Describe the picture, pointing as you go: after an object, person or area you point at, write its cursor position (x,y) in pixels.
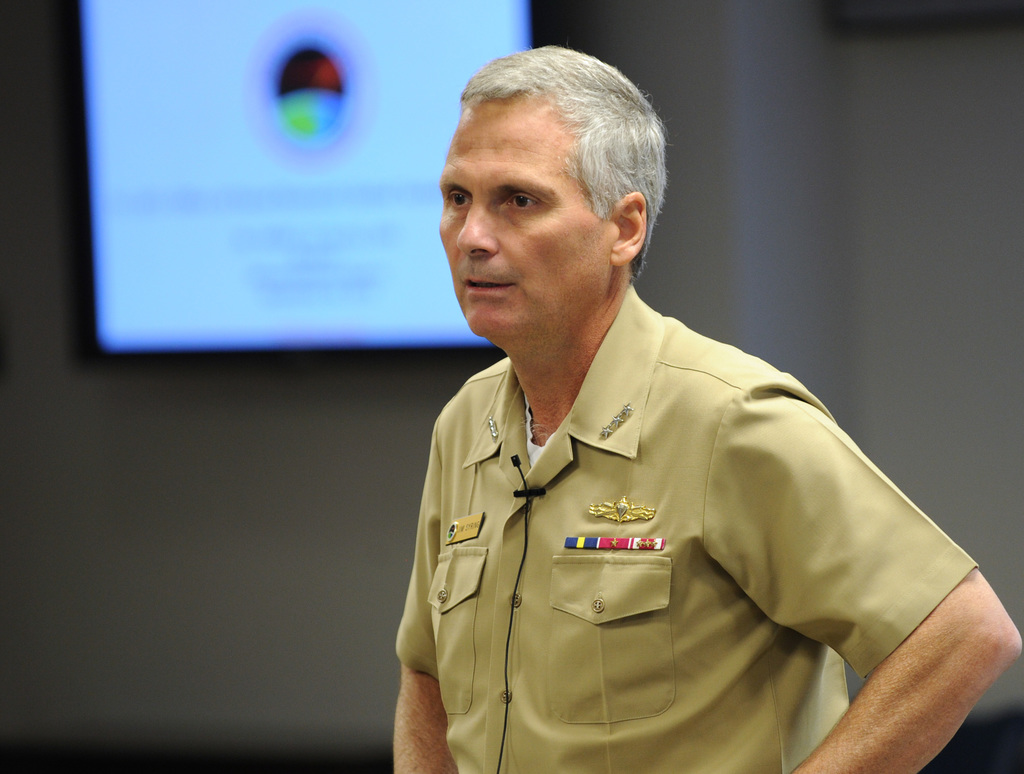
Here we can see a man (566,465). In the background (313,478) there is a screen (238,225) on the wall (167,546).
